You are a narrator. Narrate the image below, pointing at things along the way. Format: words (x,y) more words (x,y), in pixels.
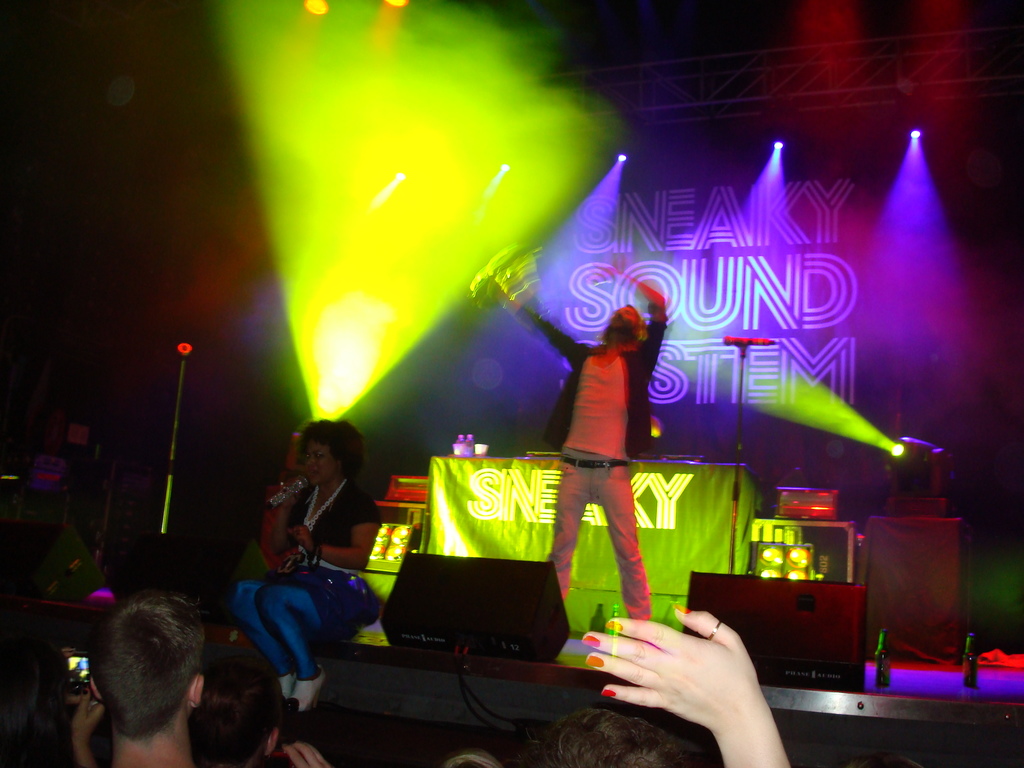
In the center of the image (619,461) there is a person (632,523) standing. In the background of the image (585,197) there is a screen (715,278). There is some text (705,266). There are lights (540,178). At the bottom of the image (33,714) there are people (242,738). In the left side of the image (238,615) there is a lady (318,562) sitting and holding a mic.
